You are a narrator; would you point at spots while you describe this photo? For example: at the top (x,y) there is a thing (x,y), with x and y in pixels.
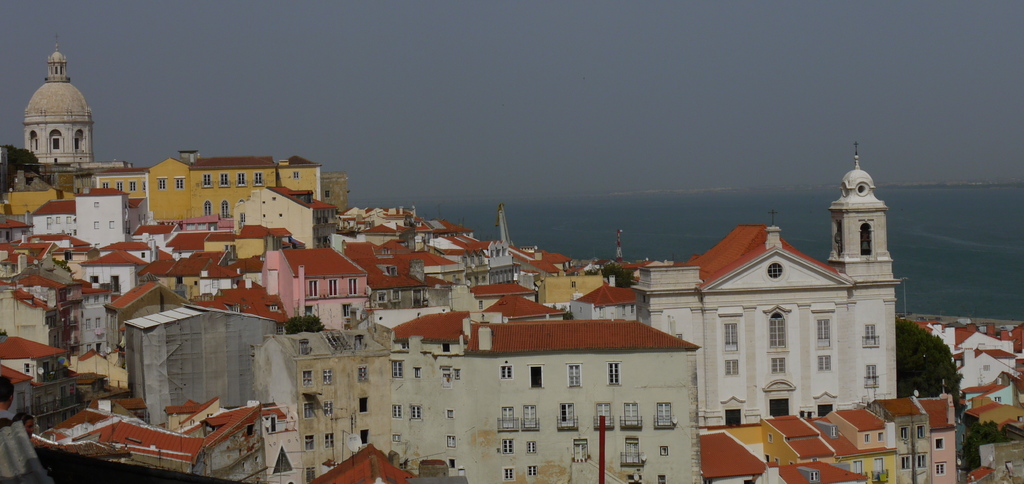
In this picture we can see many buildings (415,218) and water (727,200) in the background (896,215).
